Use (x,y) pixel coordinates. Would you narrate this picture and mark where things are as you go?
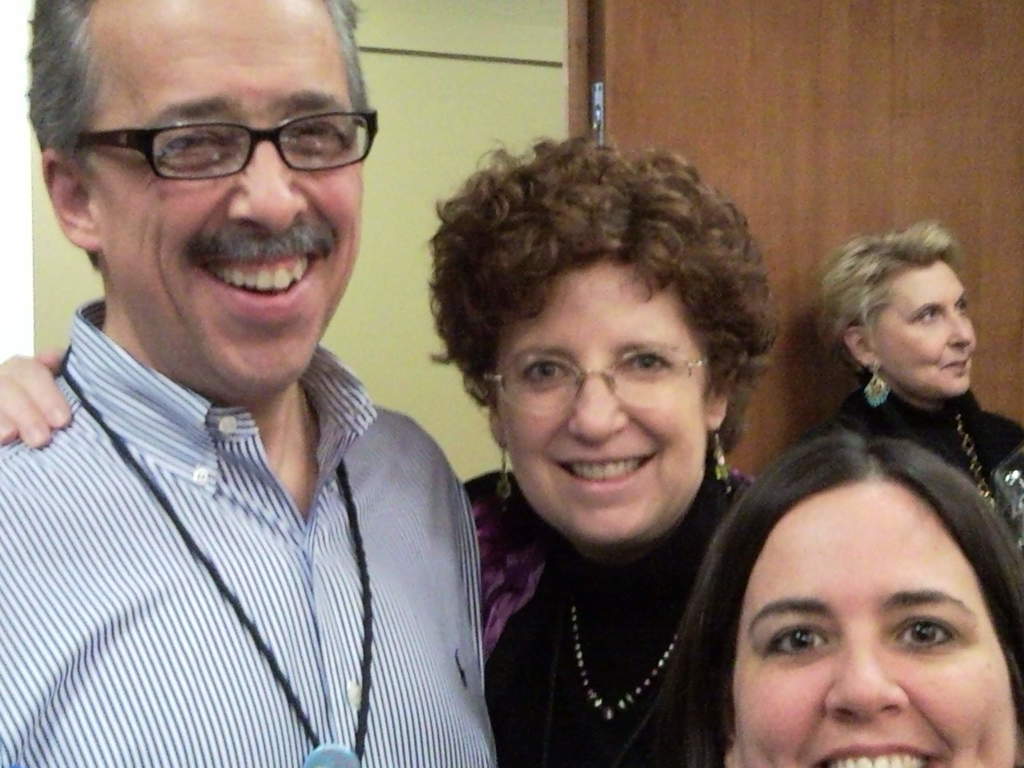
In this image there are a few people (724,497) standing with a smile on their face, behind them there is a lady (893,357) looking at the right side of the image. In the background (478,110) there is a wall (564,102) and a door (743,118).
